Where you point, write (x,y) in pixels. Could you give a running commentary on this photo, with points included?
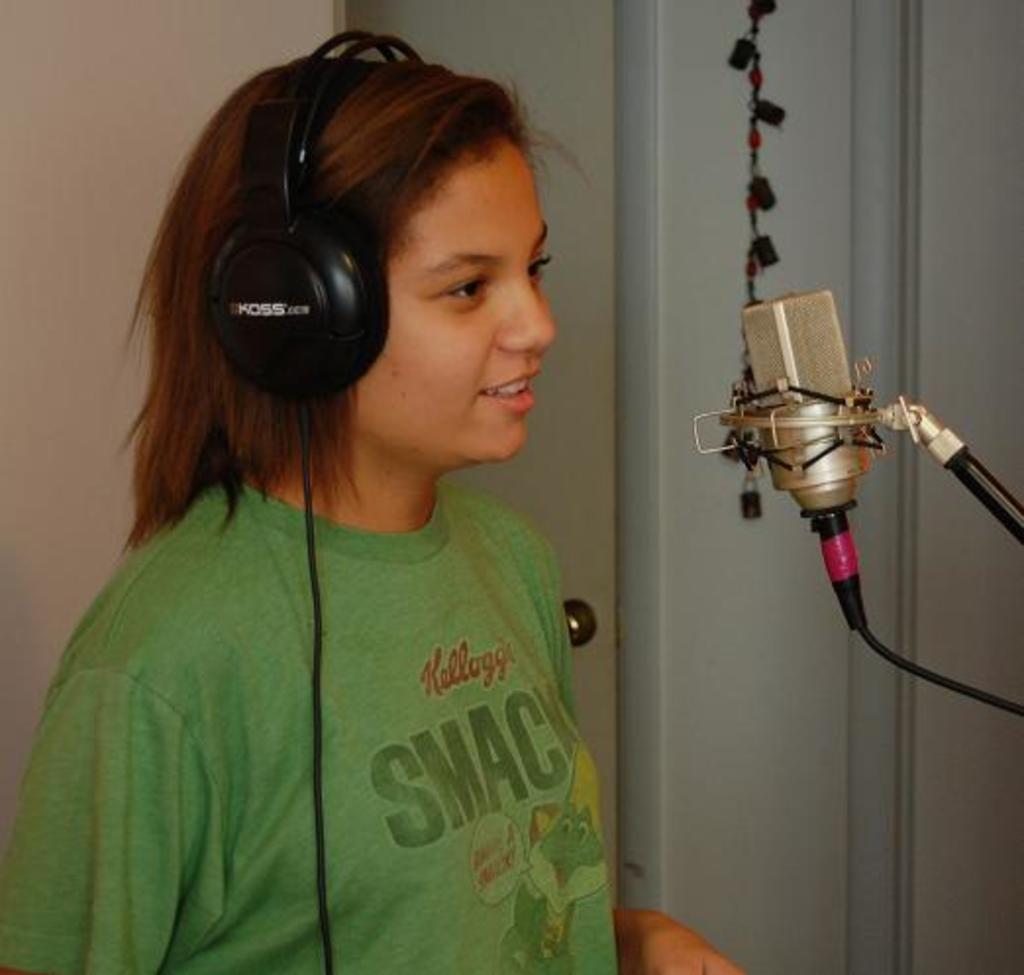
In this image I see a woman (441,574) who is wearing green t-shirt (421,700) and I see few words (521,722) and a cartoon character (539,838) over here and I see that she is smiling and I see a headphone (332,364) on her head (465,139) and I see mic (824,344) over and I see the black wire (875,647). In the background (690,593) I see the wall (810,828) and I see a black color thing (756,182) over here.
